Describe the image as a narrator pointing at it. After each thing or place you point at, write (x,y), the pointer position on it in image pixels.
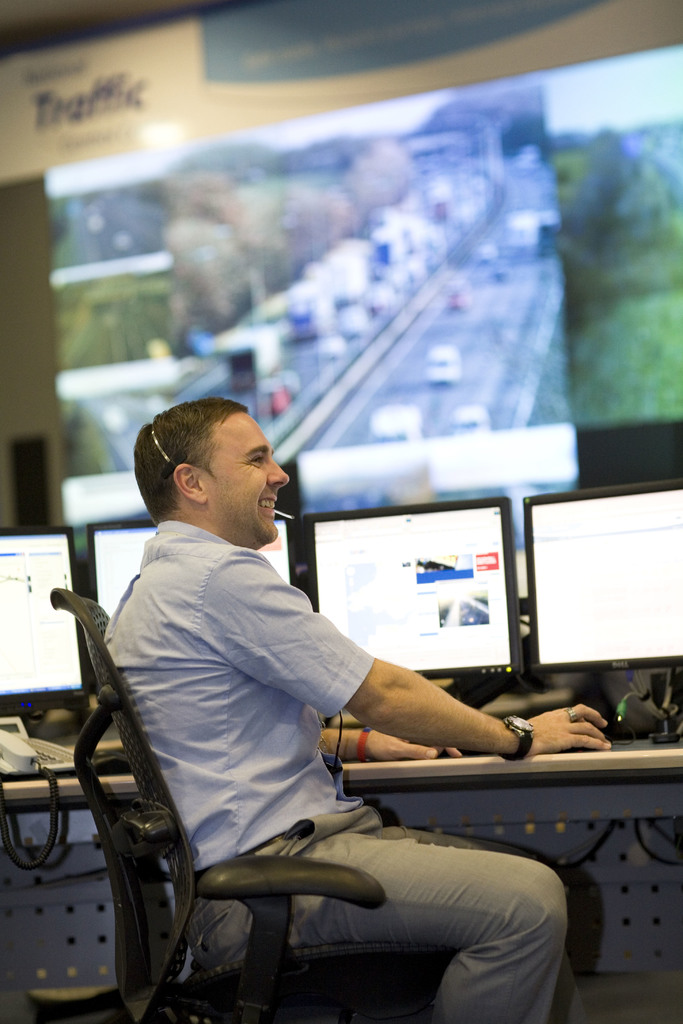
In this image we have a man (311,926) sitting in the chair (145,910) and smiling by operating the computer (436,656) at the table (668,804) and at background (559,336) we have a screen (559,310) of a motorway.
